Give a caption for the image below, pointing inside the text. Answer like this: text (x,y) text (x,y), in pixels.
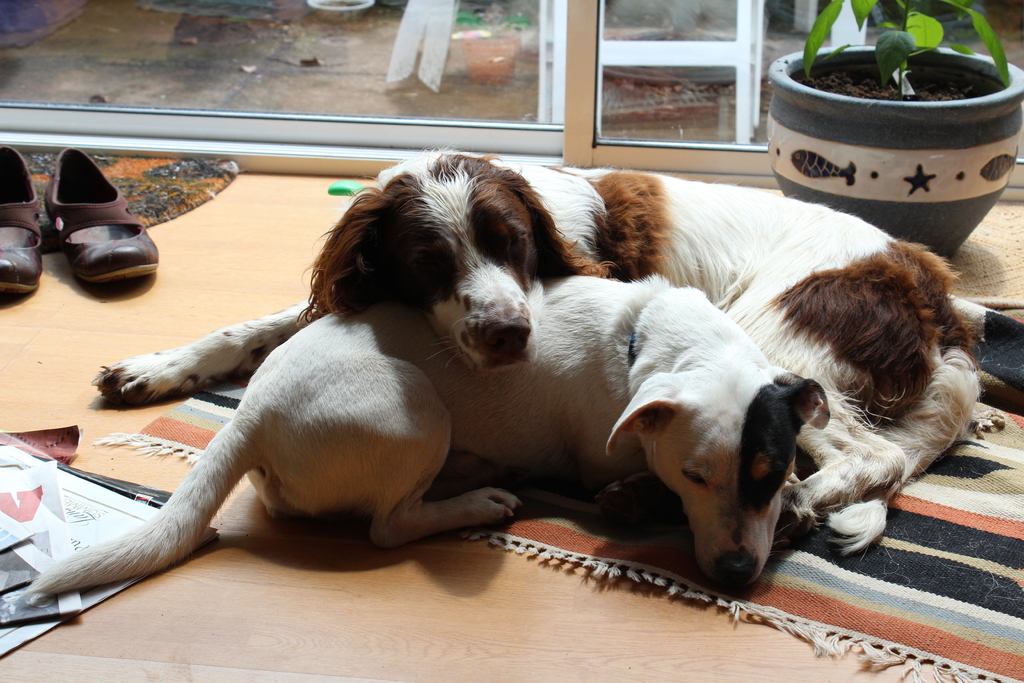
In this image we can see the two dogs (784,410) on the mat (835,585). Image also consists of a flower pot (925,90), paper (70,482) and a pair of shoes (79,267) and a door mat (172,185) on the floor (221,276). In the background (251,68) we can see a glass window (515,50).
